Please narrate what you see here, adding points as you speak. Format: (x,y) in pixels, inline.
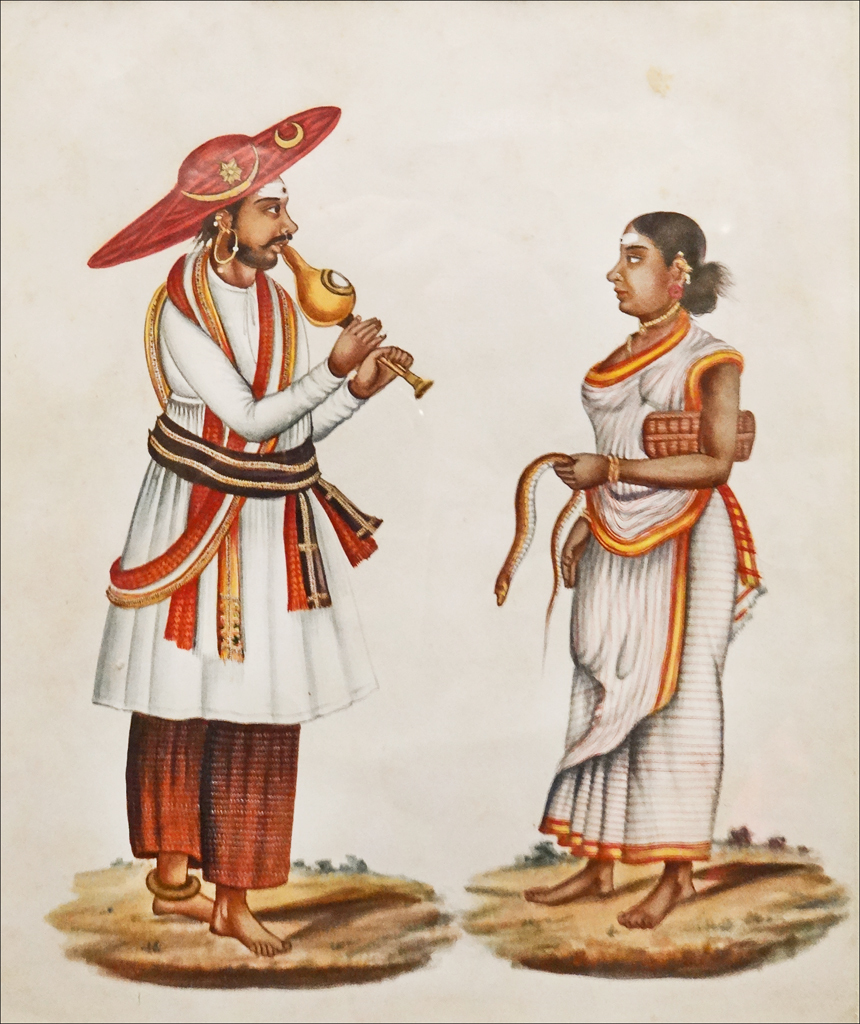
In this image we can see picture (700,327) of two persons (302,333). One person (222,537) is wearing a cap (232,159) and holding a musical instrument (333,287) in his hands (360,344). One woman (632,407) is holding a snake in her hand (564,478).
